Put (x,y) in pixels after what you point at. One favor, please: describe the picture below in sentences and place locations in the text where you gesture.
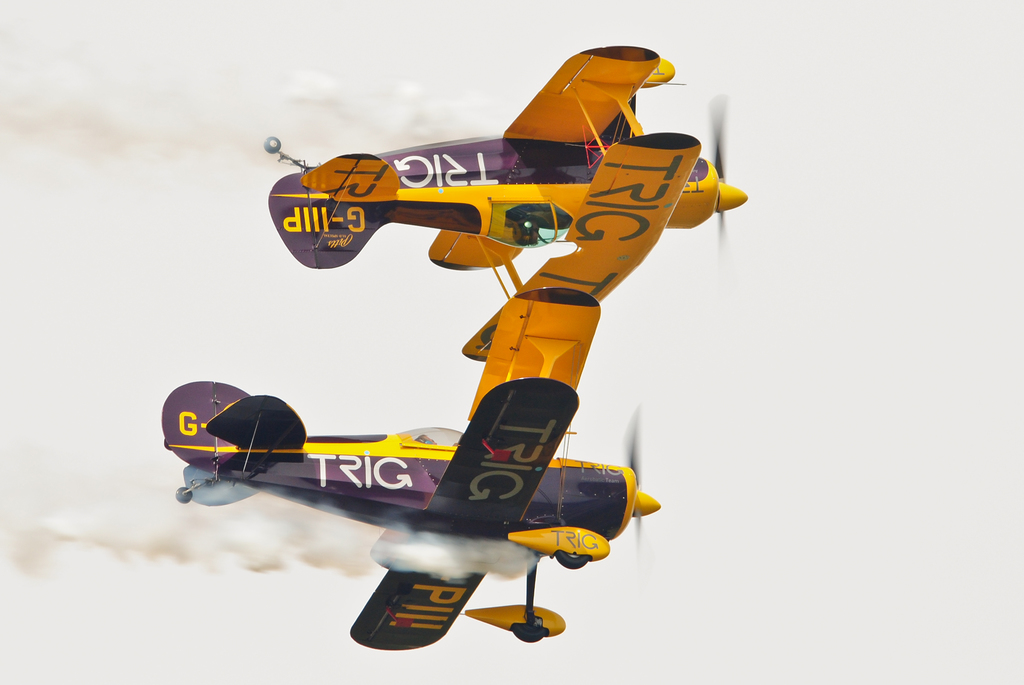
In the background (698,499) portion of the picture we can see the sky (717,491). In this picture we can see airplanes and the smoke (260,143) is visible.
